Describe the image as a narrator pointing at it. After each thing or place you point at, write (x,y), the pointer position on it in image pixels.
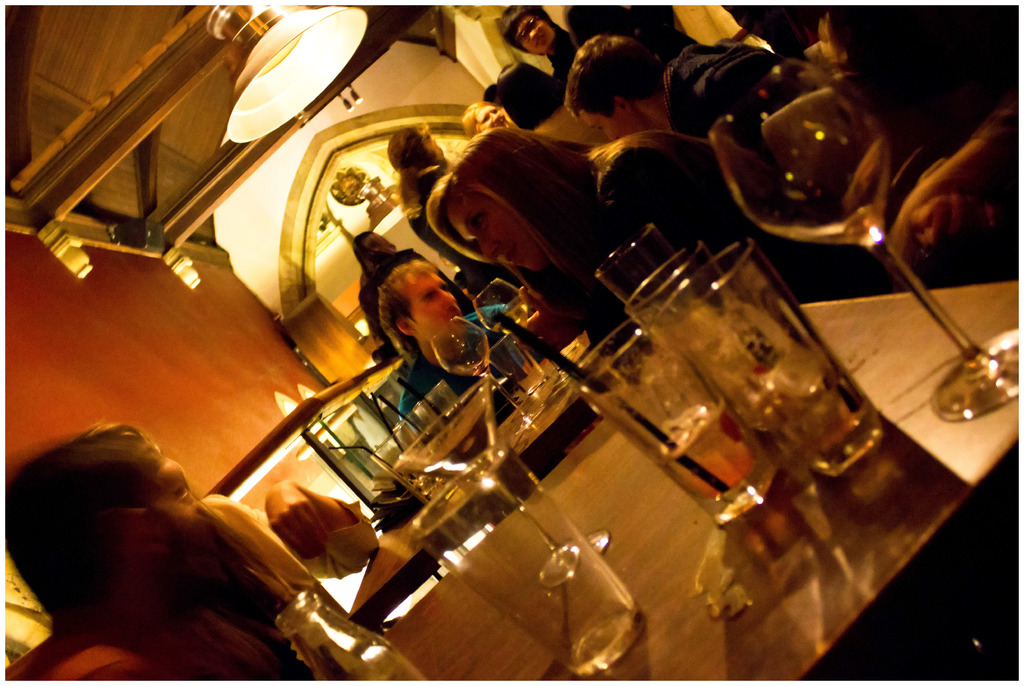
In this image there are group of people (538,214) sitting, and there are some tables (671,540). On the table (395,539) there are glasses (719,420), and in the glasses (739,437) there is drink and also we could see lights (303,392), wall (344,299), objects (362,430) and at the top of the image (200,94) there is ceiling (151,116) and lights (300,52).
